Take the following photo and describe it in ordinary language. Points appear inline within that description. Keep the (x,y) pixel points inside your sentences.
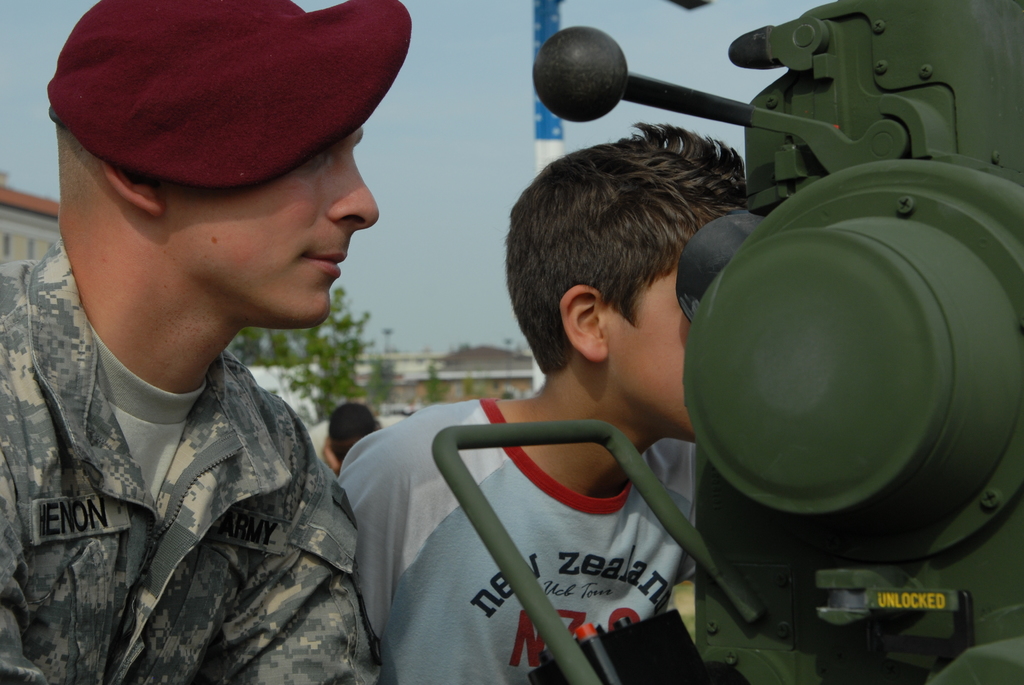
Here in this picture, in the front (213,283) we can see a man (124,311) in an army dress (99,421) with a cap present on his head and beside him we can see a child (503,484) and in front of them we can see a machine (804,270), through which we can see the child (675,164) is seeing something and behind them we can see buildings (494,384), plants (351,369) and trees (305,350) in blurry manner and we can see the sky (417,336) is cloudy.
